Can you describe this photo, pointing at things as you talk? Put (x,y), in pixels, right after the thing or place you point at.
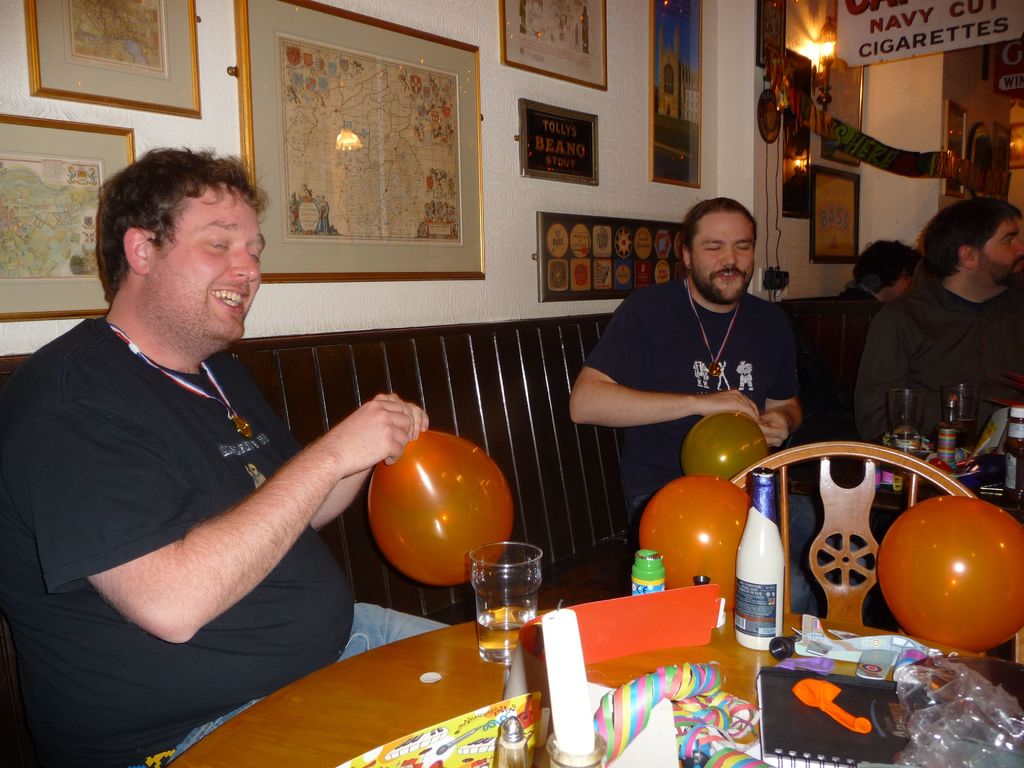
This is an inside view of a room (38,371). Here I can see few people (755,378) are sitting on the bench (573,512). Two men (204,382) are holding balloons (438,467) in their hands (392,440) and smiling. In front of these people (221,321) there is a table (396,715) on which I can see few bottles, balloons (914,590), glass (528,600), book (773,734), toys (707,718) and some other objects (594,723). At the back of these people (654,424) there is a wall (494,68) to which many photo frames (356,128) are attached. In the top right (930,32), I can see a white color board (920,38) on which I can see some text (917,23).
